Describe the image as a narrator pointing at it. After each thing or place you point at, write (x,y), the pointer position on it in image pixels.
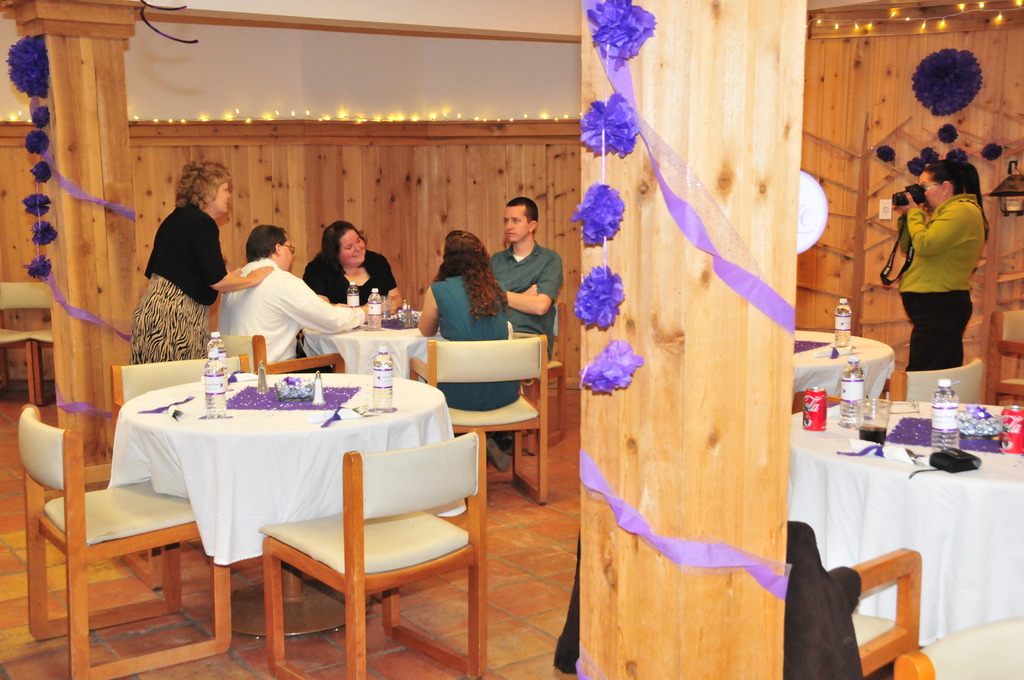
in a room (402,197) there are 2 wooden pillars (661,357). there are white tables (216,462) and chairs (368,542) in the room (393,252). people (456,276) are seated on the chairs (414,371) at back (262,313) and a person (204,257) is standing at the left (213,217). a person (929,290) is standing at the right (934,234) and taking pictures of them. on the pillars (698,129) there are ribbons (693,230) and blue flowers (607,122). at the back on the wall (180,124) there are lights (234,118). on the tables (270,459) there are water bottles (216,387), can (813,415).
